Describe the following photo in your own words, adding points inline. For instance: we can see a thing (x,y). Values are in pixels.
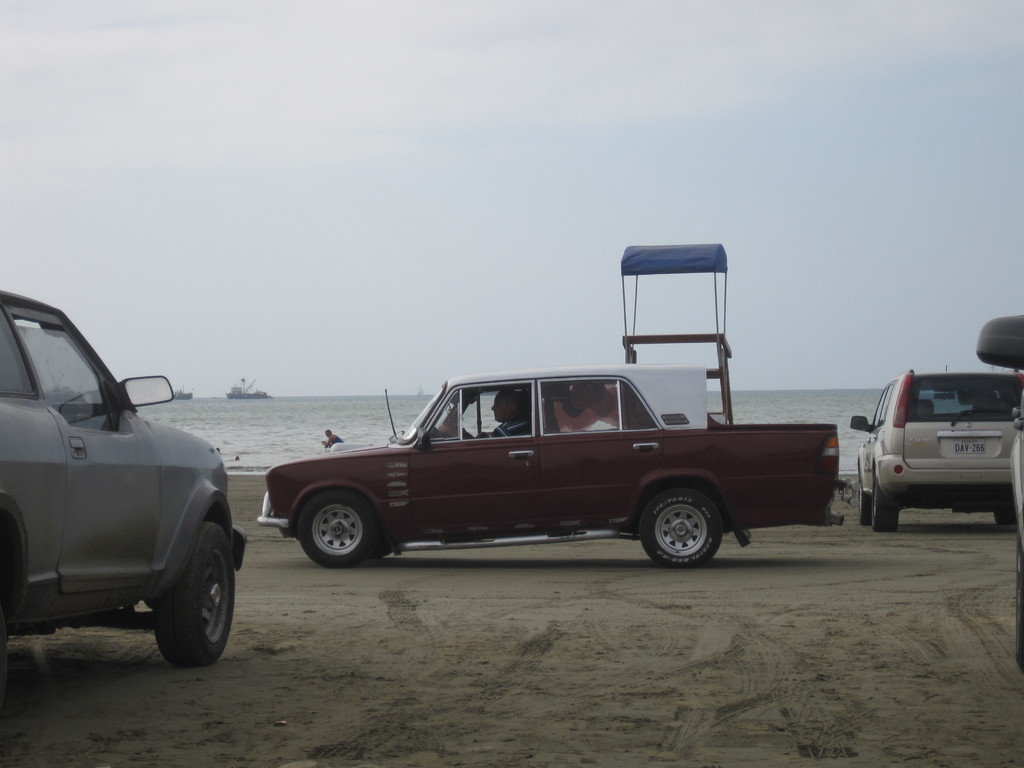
In this image we can see these cars (173,532) parked on the sand (993,621), we can see water (273,400), stand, ships (186,394) floating on the water (408,409) and the plain sky (525,206) in the background (525,206).
